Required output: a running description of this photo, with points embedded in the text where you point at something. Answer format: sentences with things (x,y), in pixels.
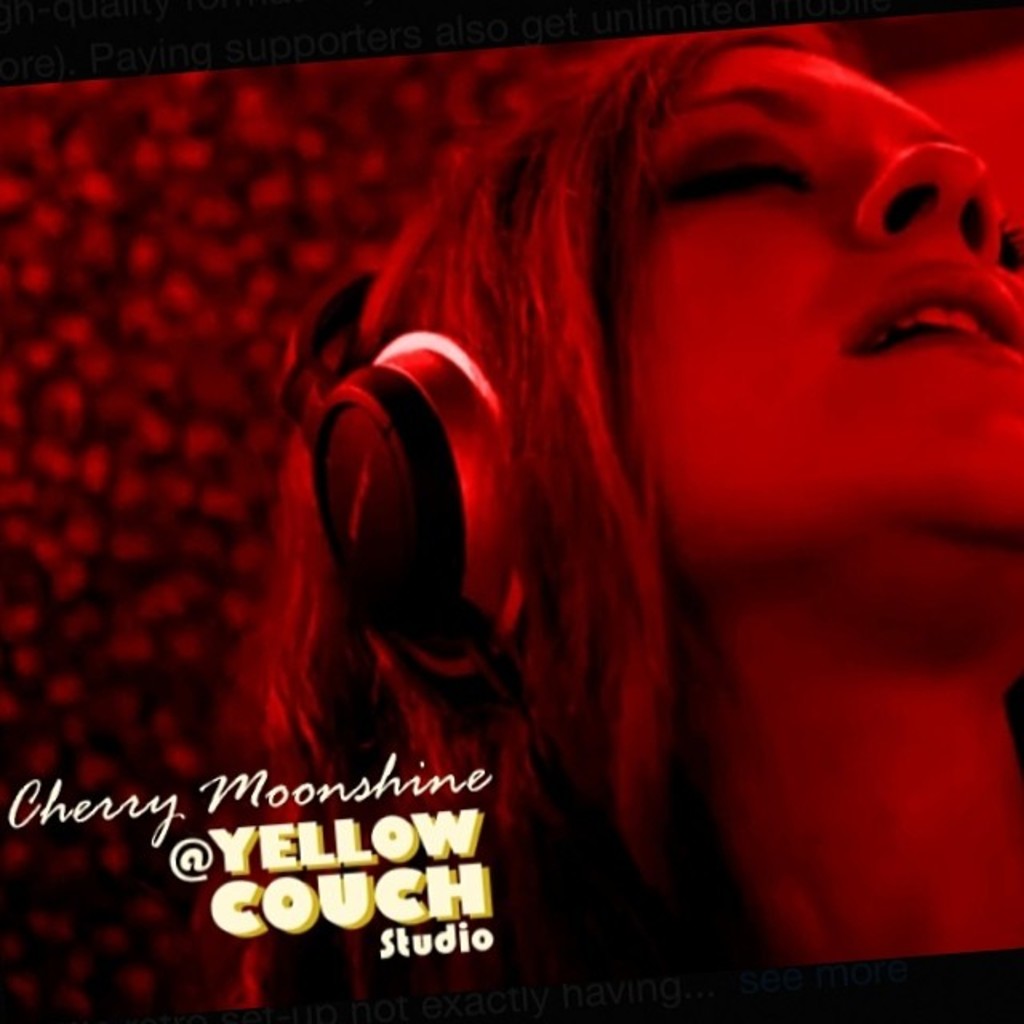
This image consists of a poster (730,466) in which there is a woman (543,656) wearing headsets (418,584). At the bottom (283,827), there is a text (297,830). The background (202,364) is red in color.
